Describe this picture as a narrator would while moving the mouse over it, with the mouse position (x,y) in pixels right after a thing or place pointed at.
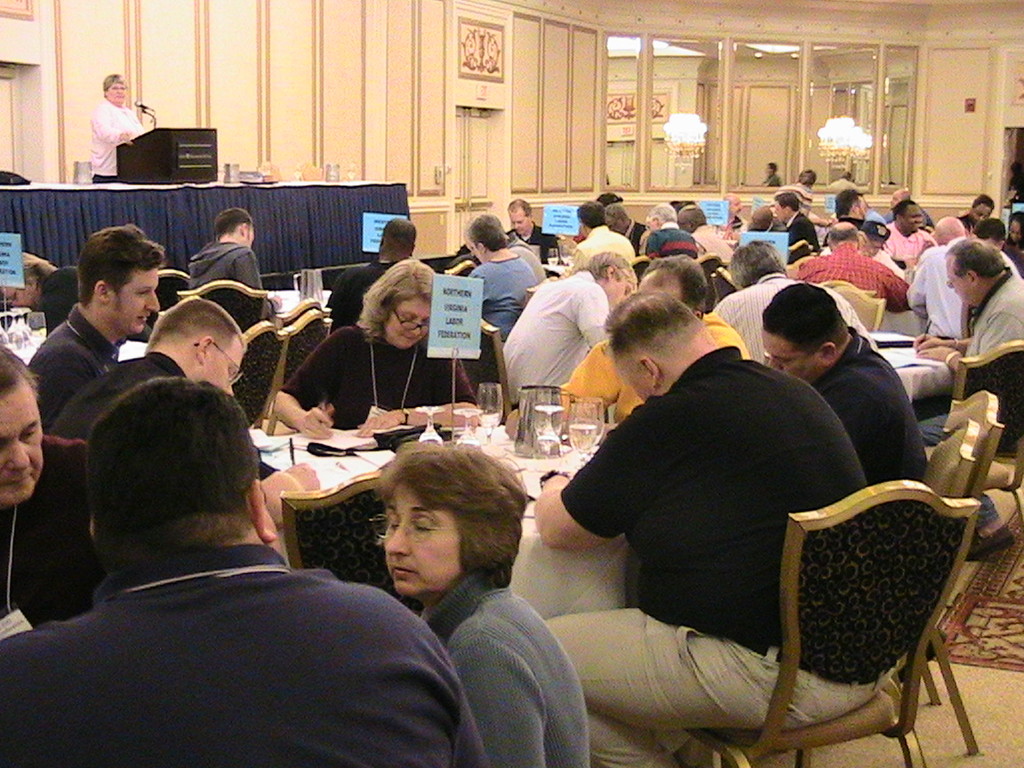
In this image I see number of people (15,294) who are sitting on chairs (906,739) and there are tables (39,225) in front of them on which there are glasses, jars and boards (451,285), I can also see there is a woman (130,138) who is in front of a podium (163,138) and she is standing and I can also see the mic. In the background (158,103) I see the wall (174,19), mirrors (630,180) and the lights (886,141).
